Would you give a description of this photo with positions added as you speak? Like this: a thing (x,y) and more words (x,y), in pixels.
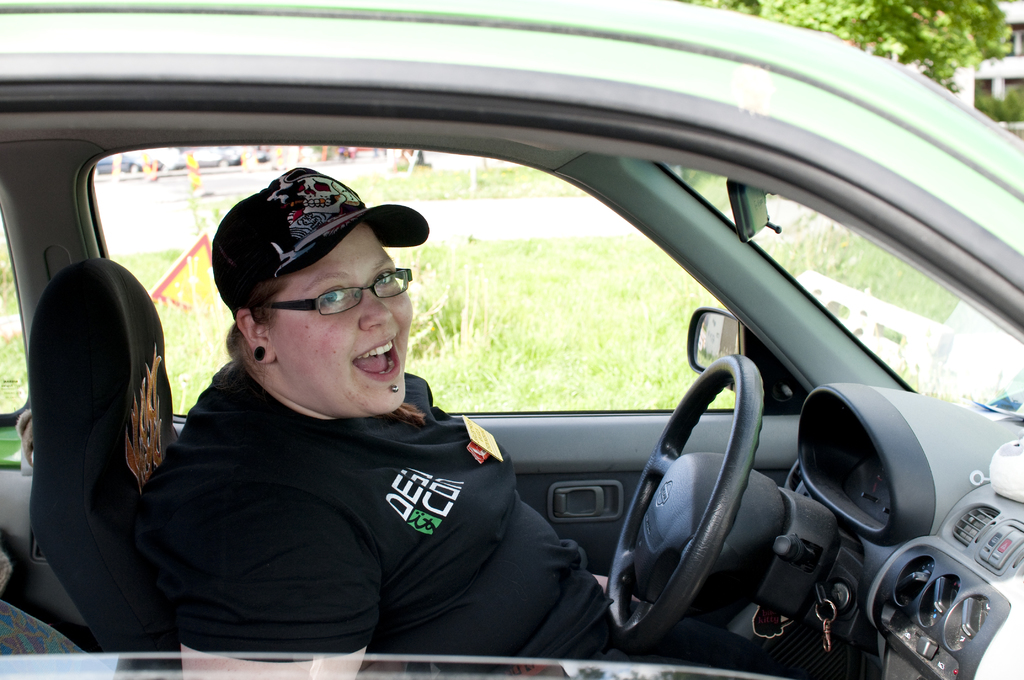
In this picture there is a person (360,549) wearing black dress (412,537) is sitting in a car (814,116) and there is a steering (694,473) in front of him and there are some other objects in the background (526,207).
